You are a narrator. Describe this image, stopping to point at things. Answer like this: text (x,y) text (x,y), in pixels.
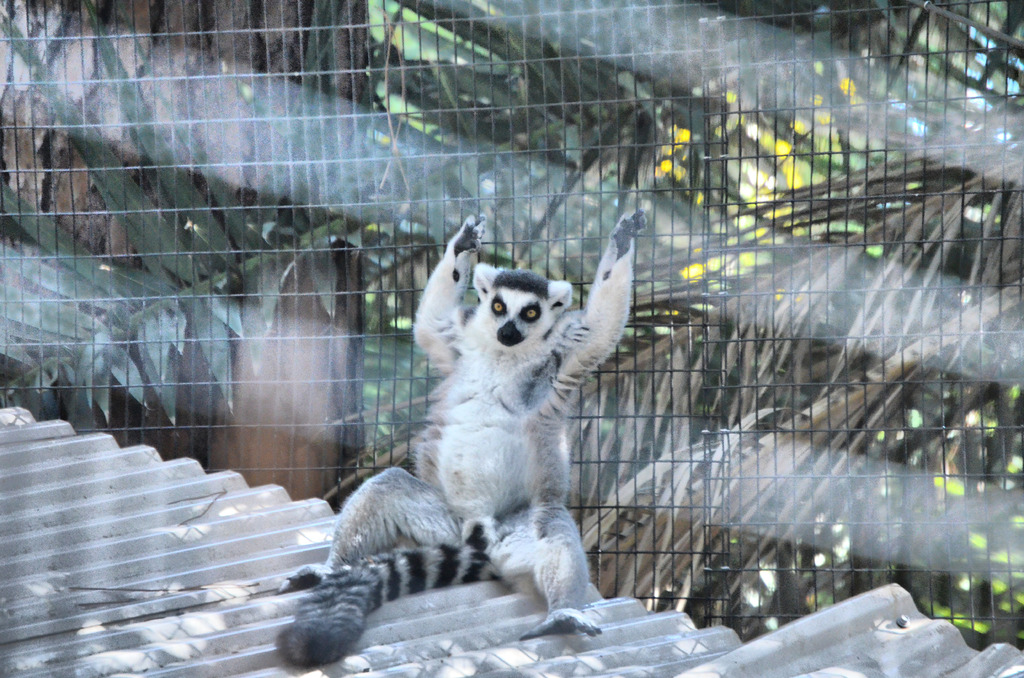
In this picture there is an animal (535,524) on the roof (433,614) holding fencing (653,279). In the background (458,175) there are trees (646,311).
